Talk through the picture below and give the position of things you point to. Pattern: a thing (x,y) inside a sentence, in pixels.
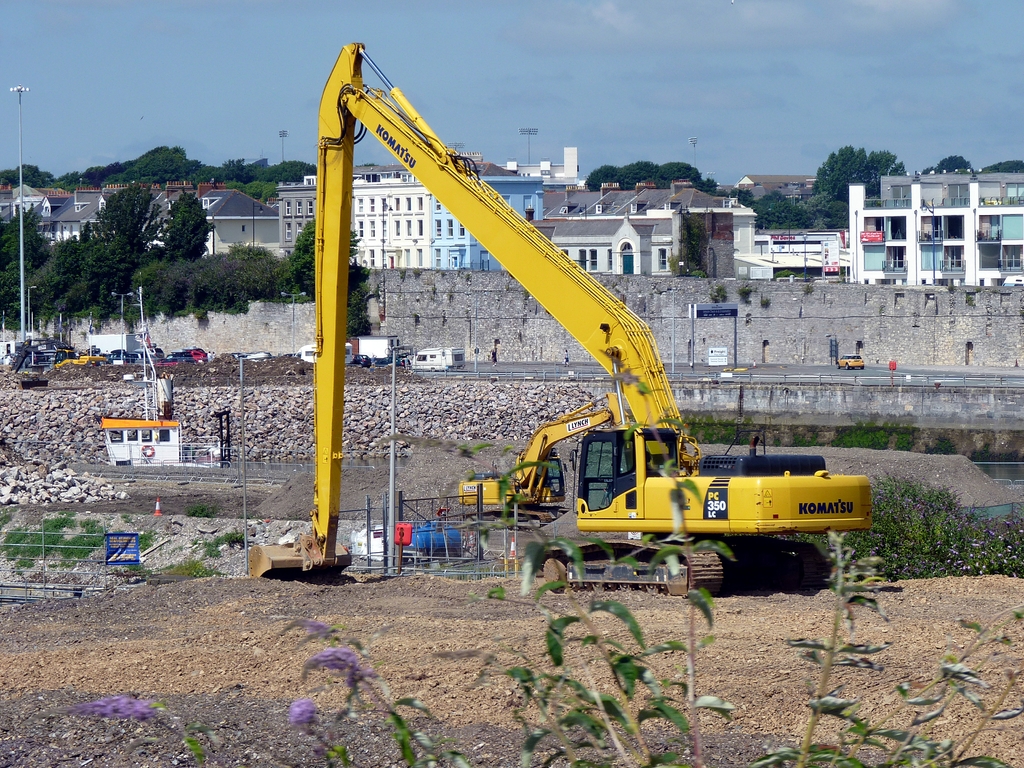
In this picture we can see plants (648,681) and flowers (308,704) at the bottom (583,581), there are some stones (196,428), a crane (803,516), grass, a wall (756,344), vehicles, poles (693,321), a board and trees (178,251) in the middle (458,322), in the background (178,251) there are some buildings (634,221) and trees (38,170), we can see the sky (396,27) at the top of the picture (429,34).
